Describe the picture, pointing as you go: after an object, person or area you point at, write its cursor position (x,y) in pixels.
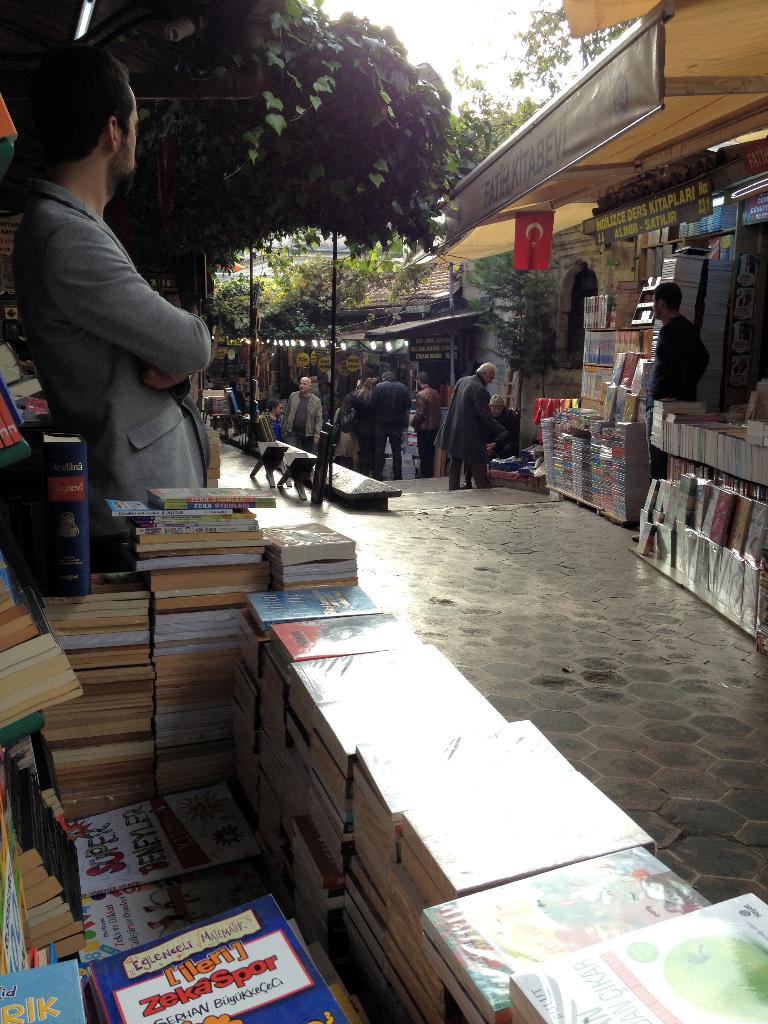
In this picture there are books (343,646) at the bottom side of the image (390,739) and there is a man (88,254) who is standing on the left side of the image (128,101) and there are stalls (543,159) and people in the image and there are trees (217,147) in the background area of the image (467,117).
